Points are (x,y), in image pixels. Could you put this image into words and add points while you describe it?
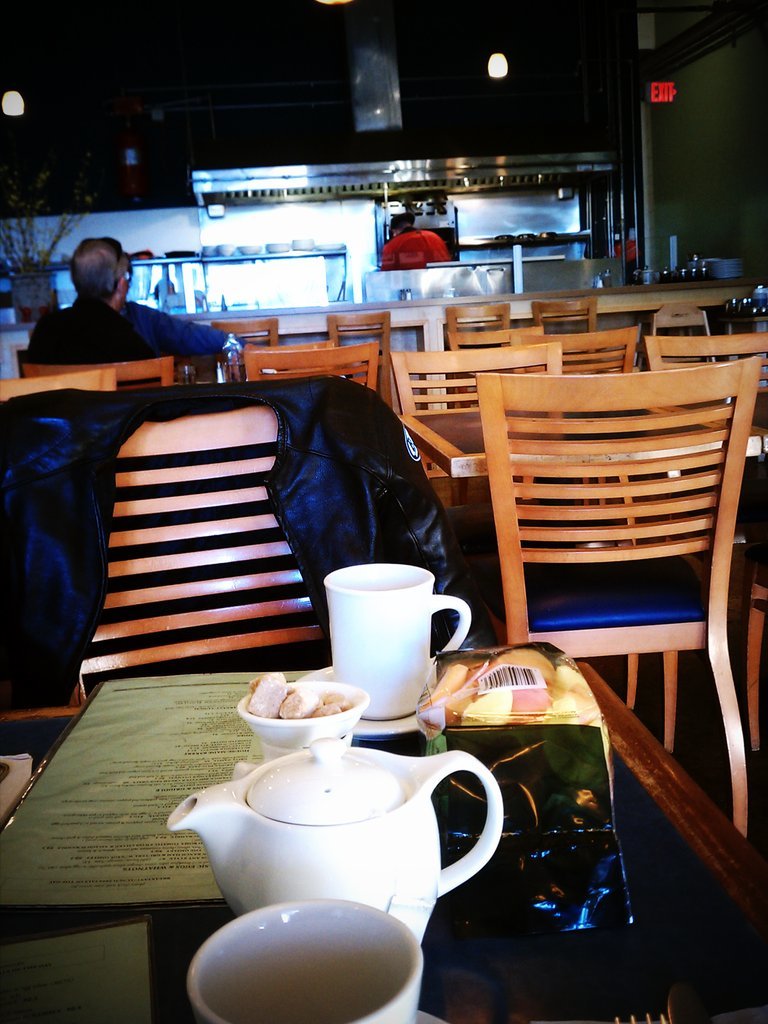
Here we can see a table (24,823) having a mug (398,697) and a kettle (405,756), there are chairs (515,490) in front of the tables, here we can see a jacket (47,486) and at the left side (100,301) we can see couple of people (103,306) sitting on chairs (102,361) and besides them we can see a plant (33,251).
